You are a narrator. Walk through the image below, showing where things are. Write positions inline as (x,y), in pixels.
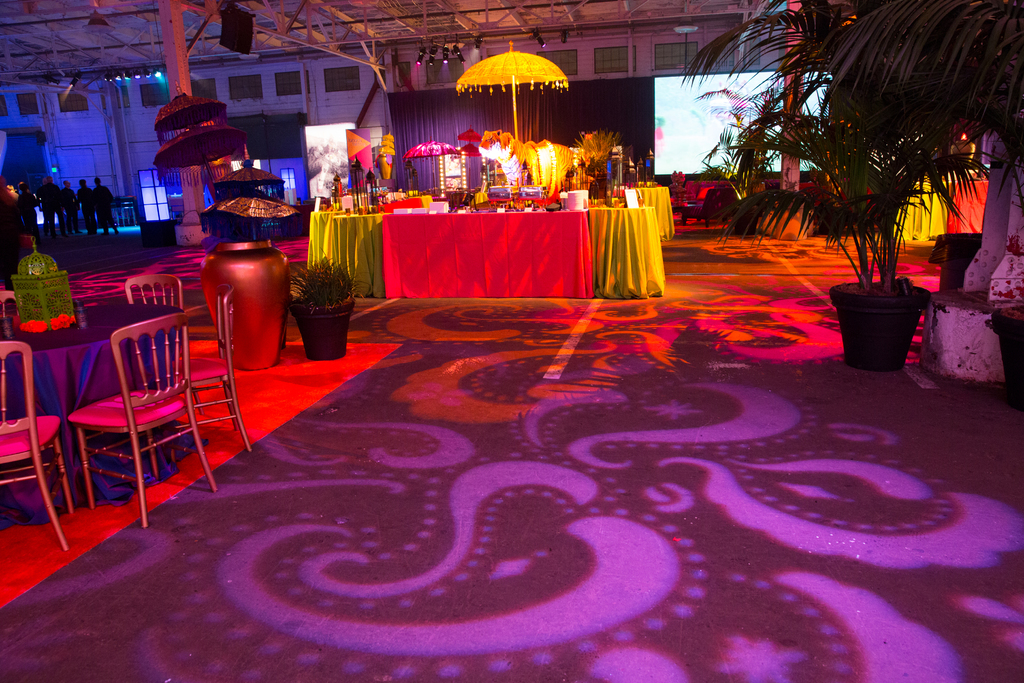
In this image, on the left side (92,352) we can see a table (105,350) and some chairs (228,297) and we can see some plants (301,280), and on the left side (85,178) we can see some people (97,224) standing and in the middle (624,234) we can see a set (552,259).
